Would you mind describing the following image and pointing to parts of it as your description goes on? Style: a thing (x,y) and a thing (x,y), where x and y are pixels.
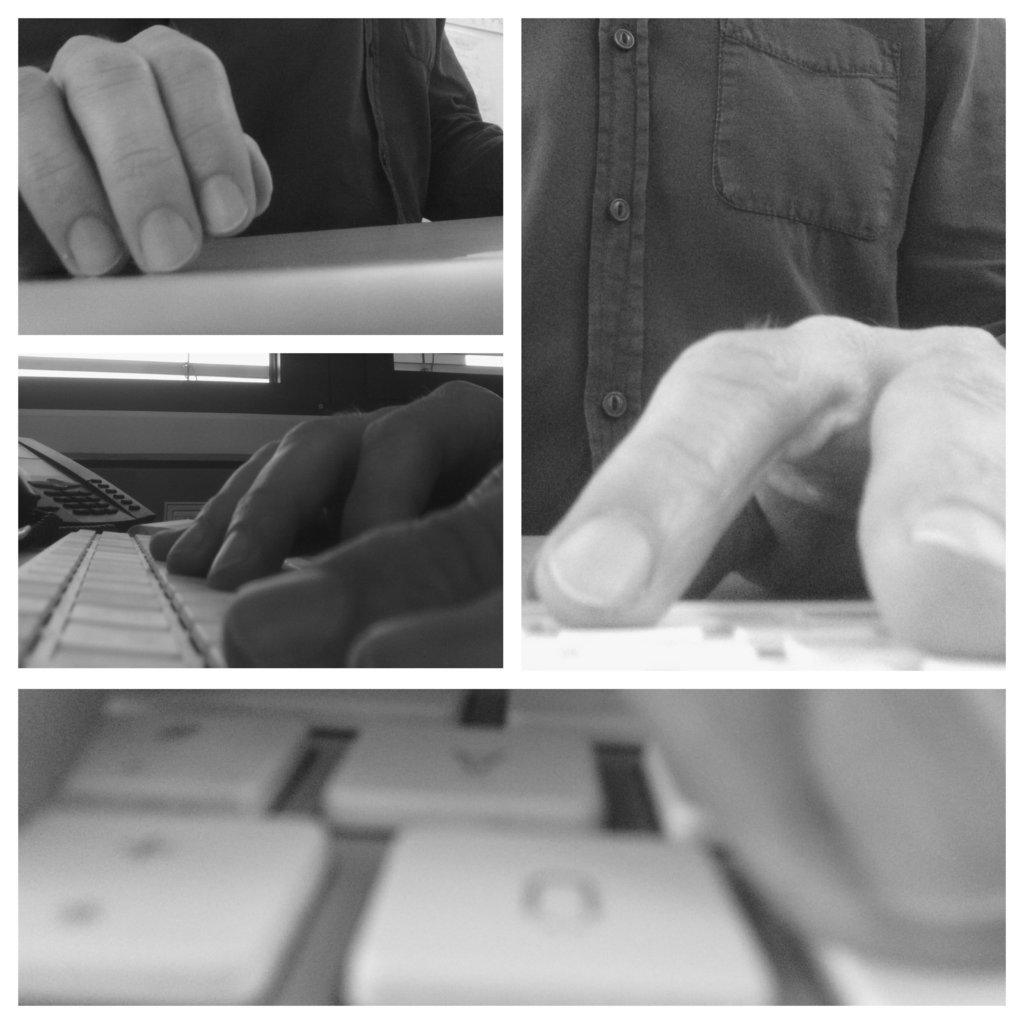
This is a collage image of a person (746,441) using the keyboard (587,845).
